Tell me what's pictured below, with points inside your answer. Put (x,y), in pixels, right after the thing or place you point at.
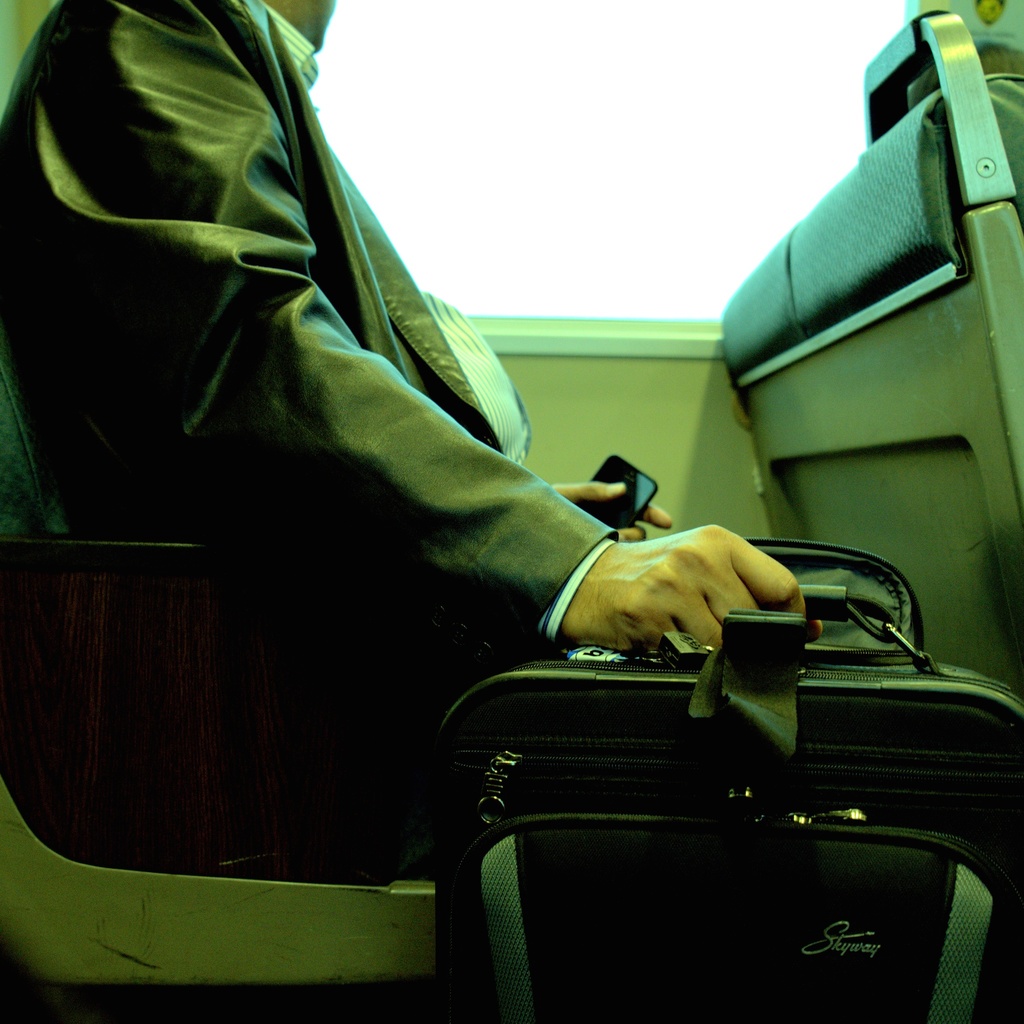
A man (588,524) is sitting on the chair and holding bag (780,778) in his hand (717,631) on the other hand (613,494) a mobile (626,499).
